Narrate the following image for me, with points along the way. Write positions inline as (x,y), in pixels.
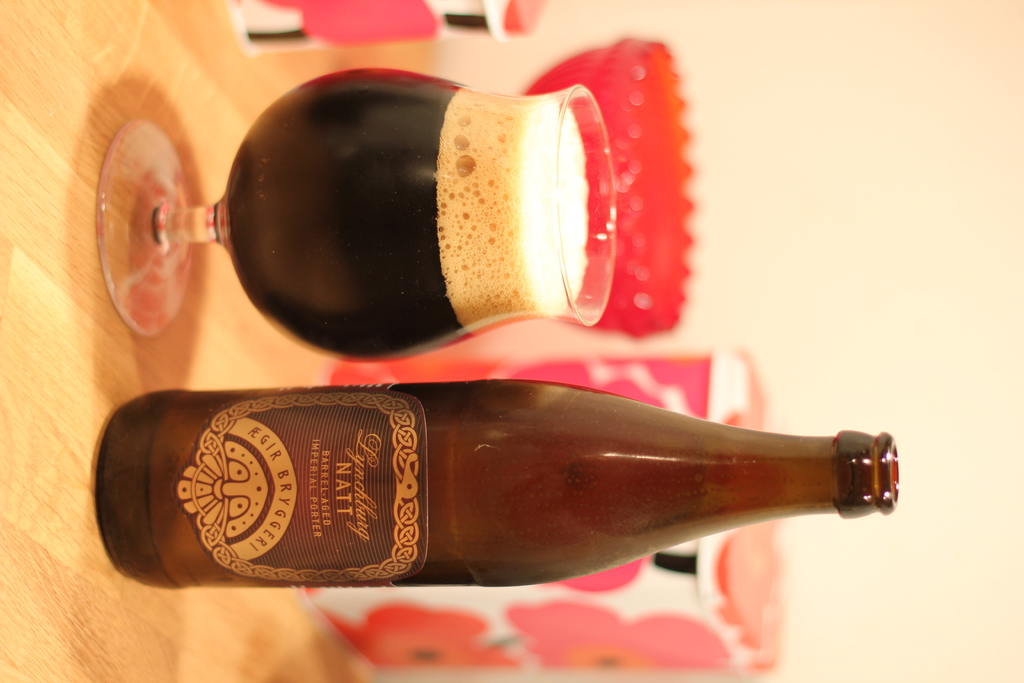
In this image we can see a wooden table (82,548) where a beer bottle (584,426) and a glass of beer (260,239) are kept on it.
